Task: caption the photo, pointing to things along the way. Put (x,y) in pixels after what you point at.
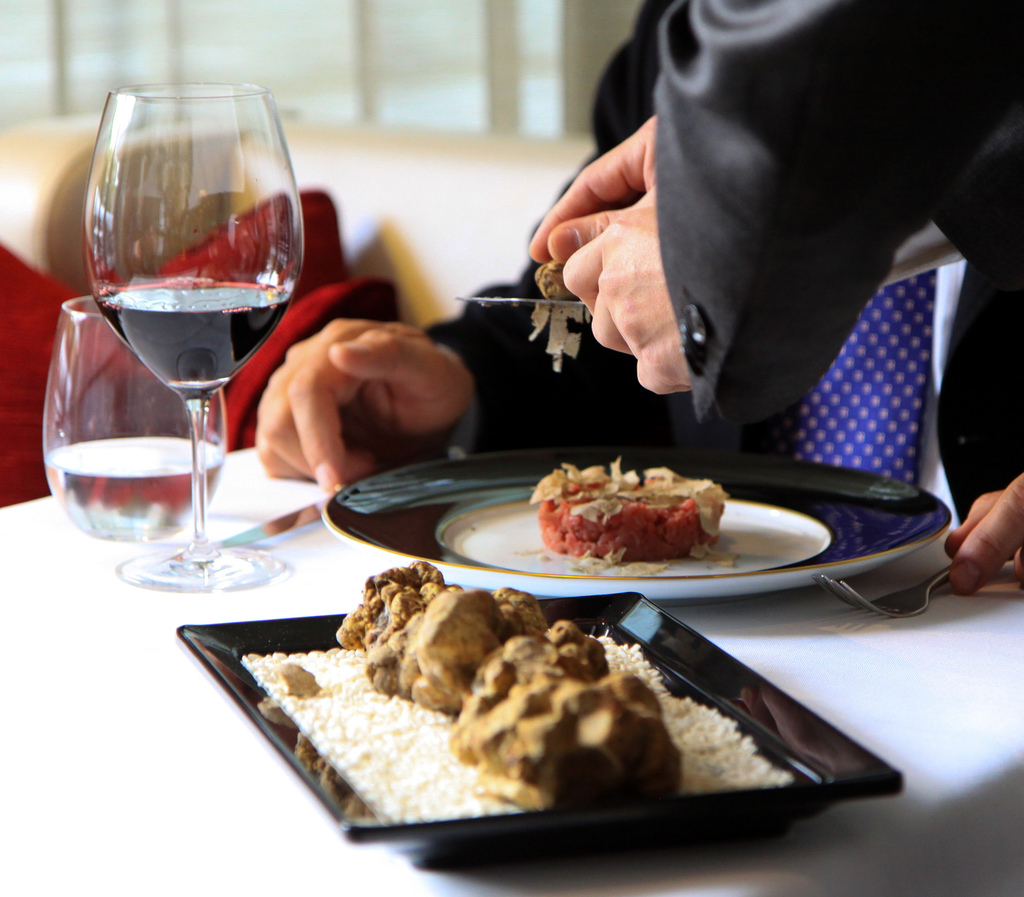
As we can see in the image there are two persons (697,252) and a table (27,671). On table (112,834) there are plates (539,577), food items (501,703) and glasses (92,466).
